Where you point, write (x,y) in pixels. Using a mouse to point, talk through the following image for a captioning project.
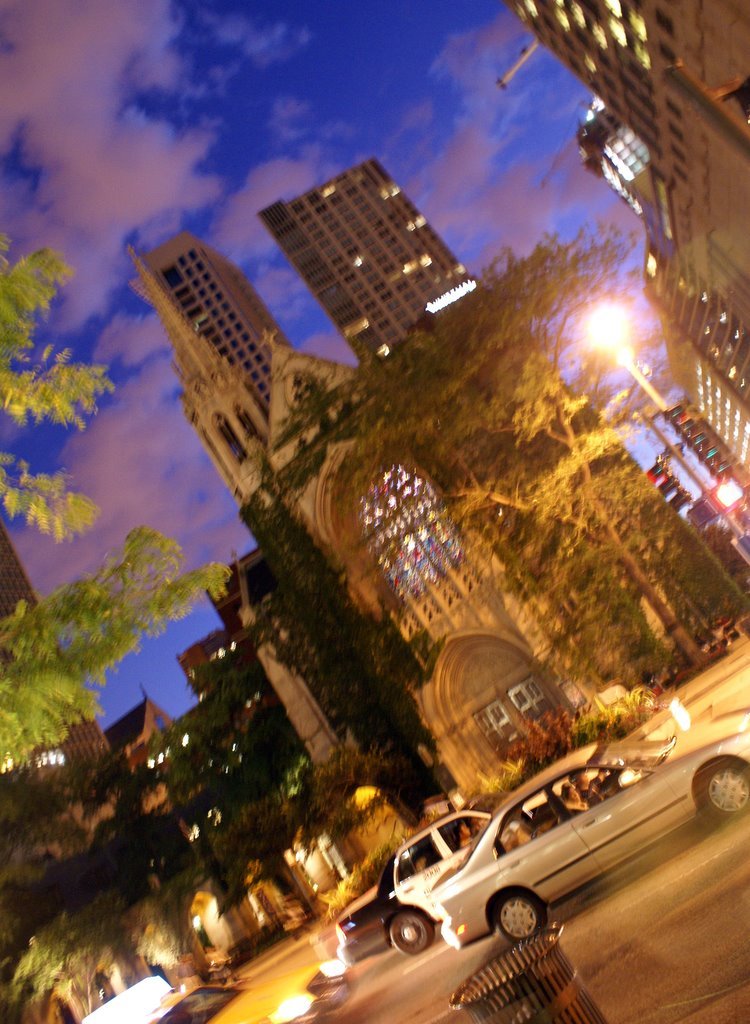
In this image there is a road (654,937) on that road (662,914) vehicles (408,880) are moving, in the background (575,430) there are light poles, trees (50,656), buildings (678,102) and the sky (254,150).
